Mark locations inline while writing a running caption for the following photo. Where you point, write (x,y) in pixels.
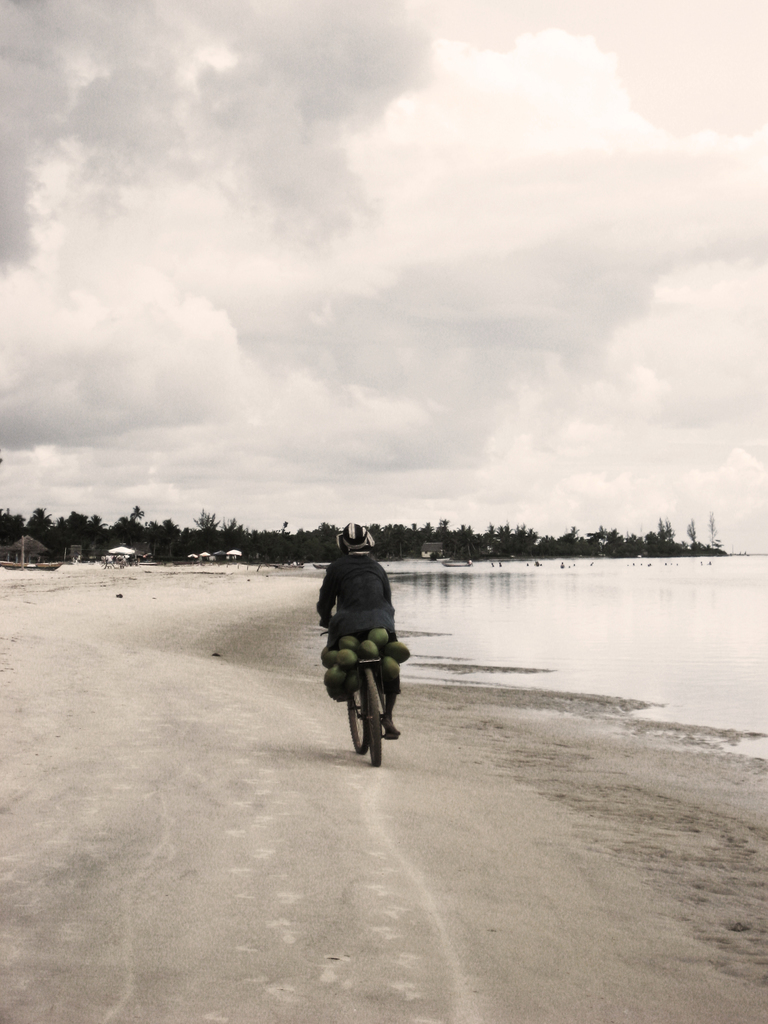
In this picture a guy (392,639) is riding a cycle (378,705) with coconuts (361,645) on back of him. To the right side of the image (534,629) there is a sea (659,607).
